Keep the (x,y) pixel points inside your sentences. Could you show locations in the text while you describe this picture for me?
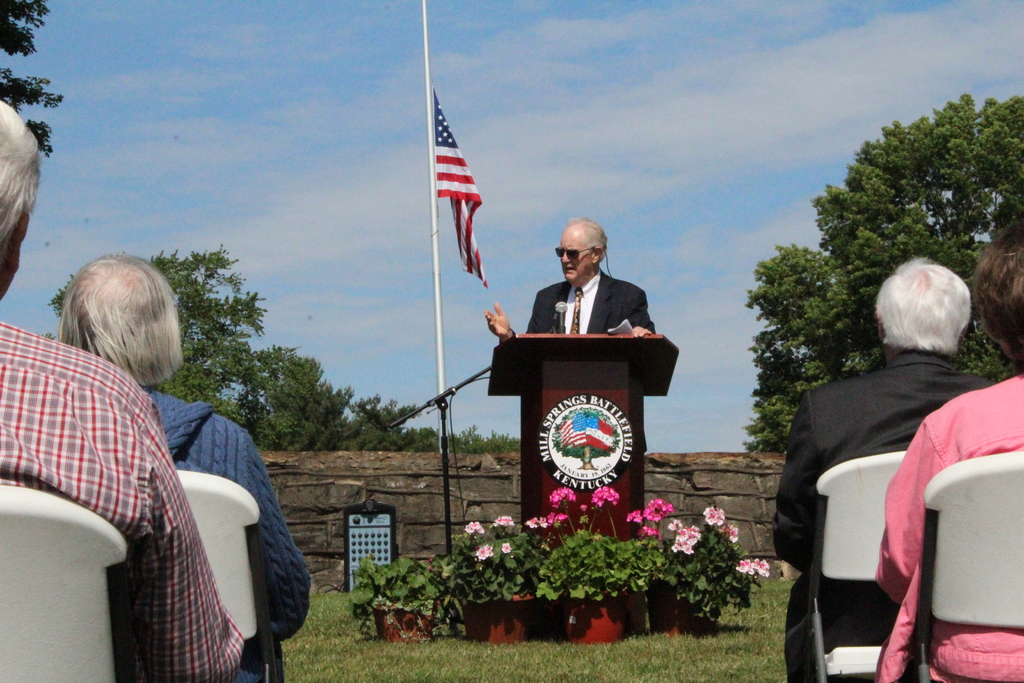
In this picture there is a man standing and speaking there is a wooden podium (634,422) in front of them, there are some plants (720,515) placed here and some people (203,587) sitting over here and chairs (934,570) and in the backdrop (876,359) there are trees (781,295) there is a wall (420,460) there is a flag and the sky (591,92) is a bit cloudy.
